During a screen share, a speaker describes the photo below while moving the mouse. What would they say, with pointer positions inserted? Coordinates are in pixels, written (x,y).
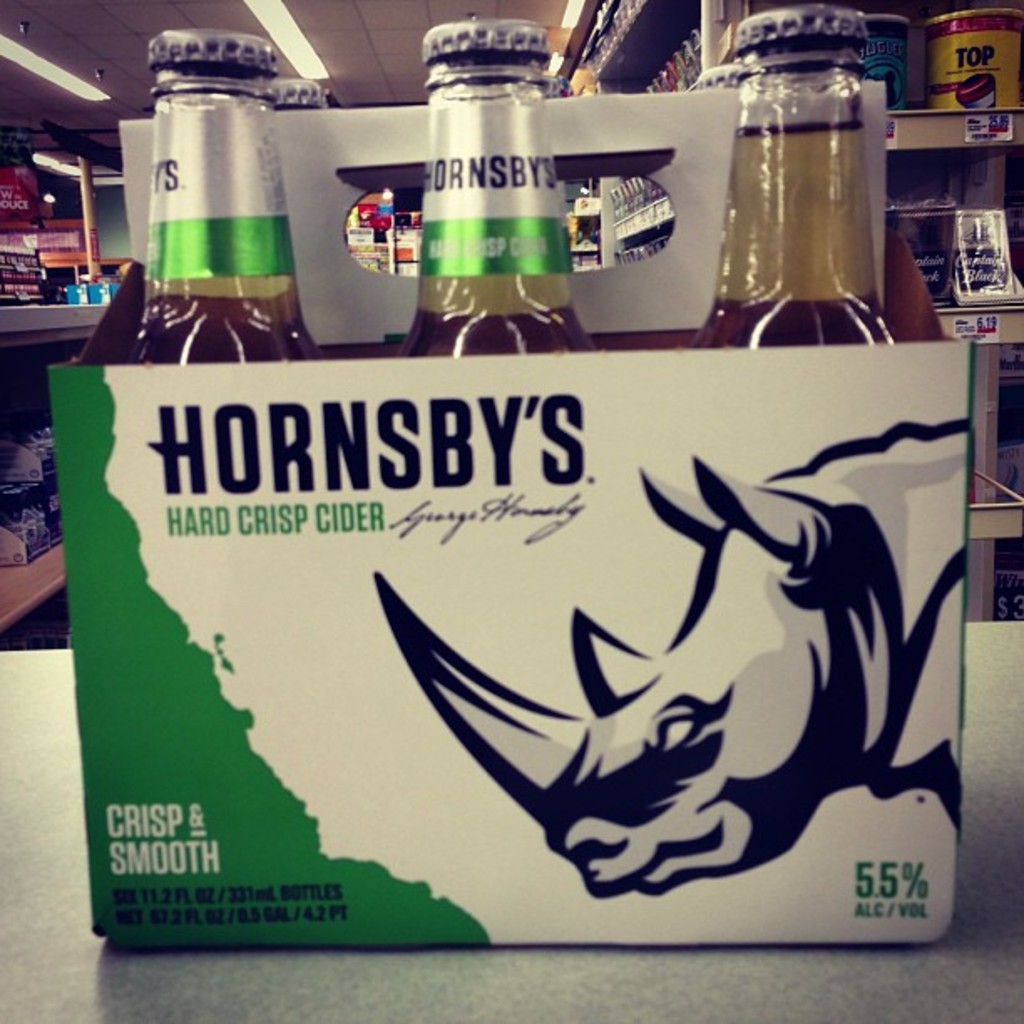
In this picture there is a box (233,621) and there are bottles (525,244) in it. On the box (427,425) there is text (309,448) and image of Rhinoceros (721,623). In the background (954,90) there are racks (14,314) and things (24,455) are placed in it. There are lights (283,27) to the ceiling (318,21).
